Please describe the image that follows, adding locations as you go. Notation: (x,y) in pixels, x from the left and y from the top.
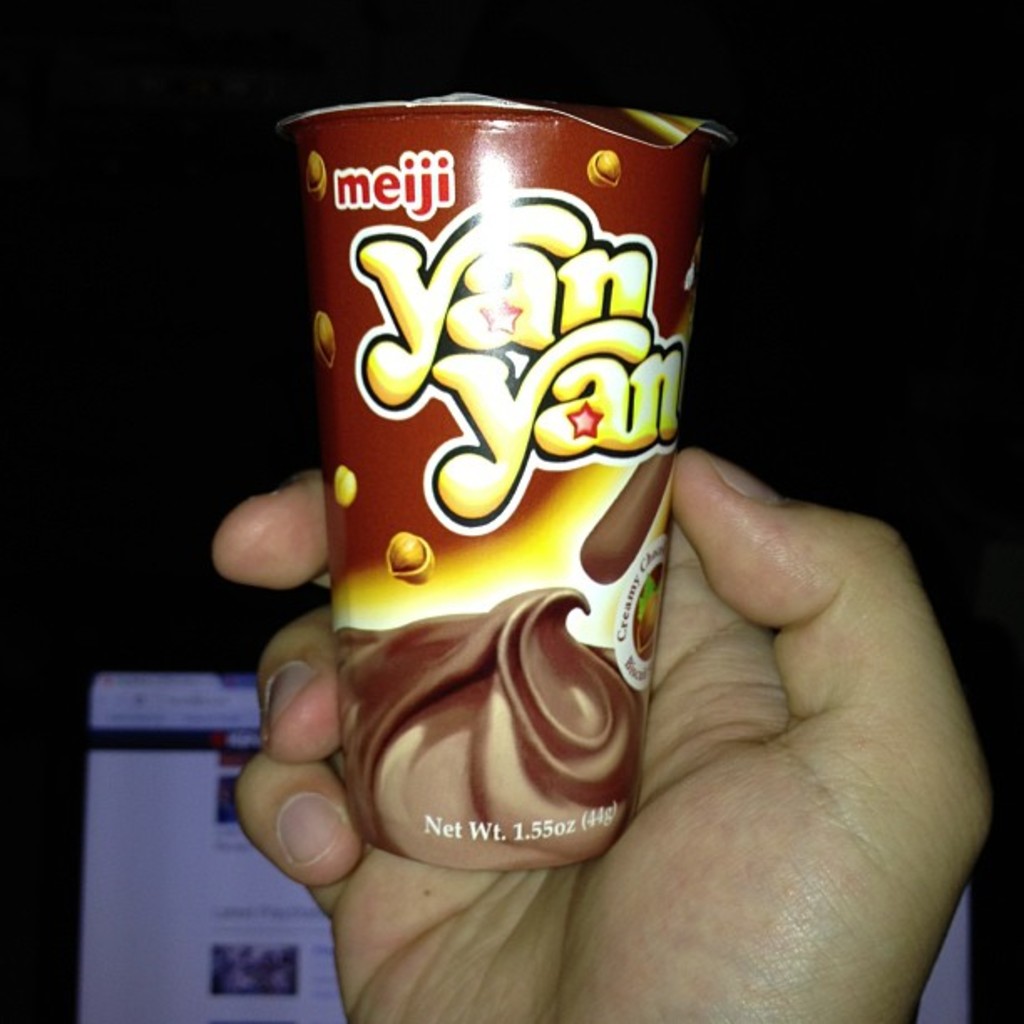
In this image I can see a human hand (773,753) holding a cup (604,534) which is brown and yellow in color. I can see a monitor (189,805) and the black colored background (221,350).
